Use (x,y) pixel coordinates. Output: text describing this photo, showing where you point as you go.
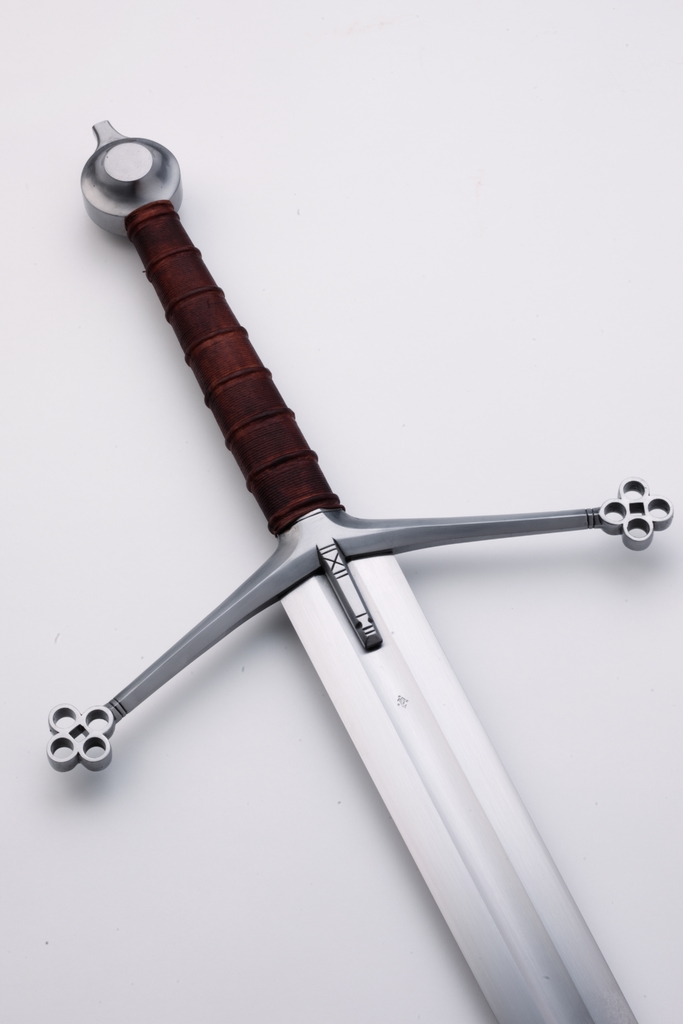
In this image I can see the weapon (337,693) and the background (145,869) is in white color.
